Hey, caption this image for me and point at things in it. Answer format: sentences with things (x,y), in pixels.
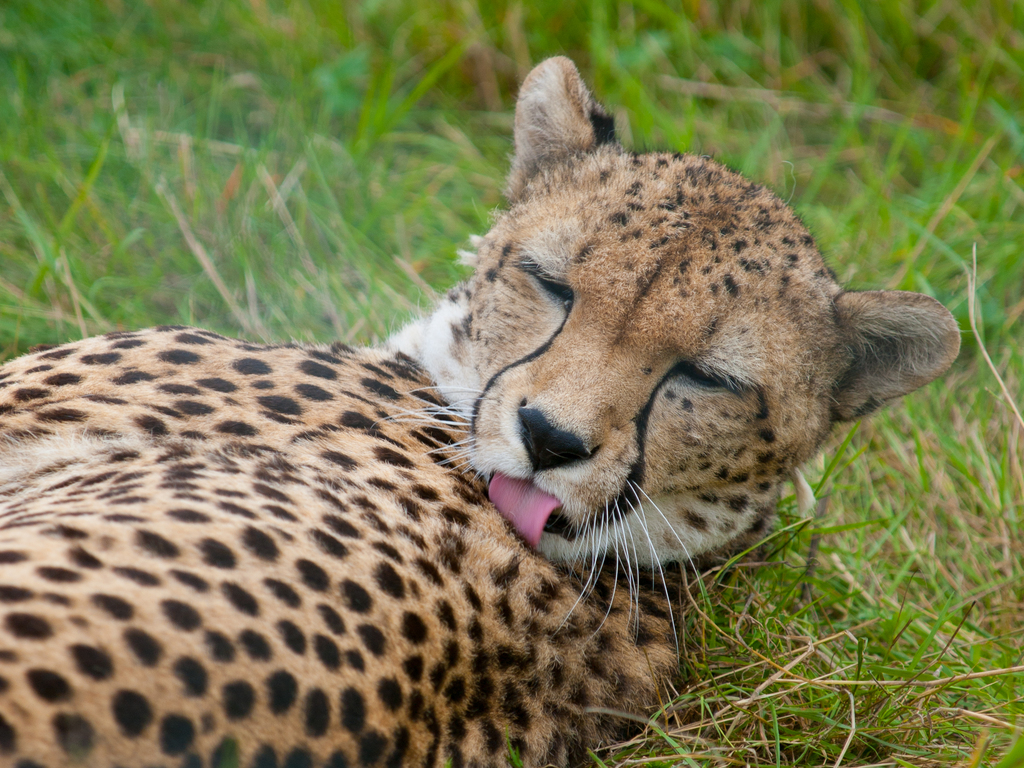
In this image there is a cheetah (520,374) lying on a grassland (621,29).
